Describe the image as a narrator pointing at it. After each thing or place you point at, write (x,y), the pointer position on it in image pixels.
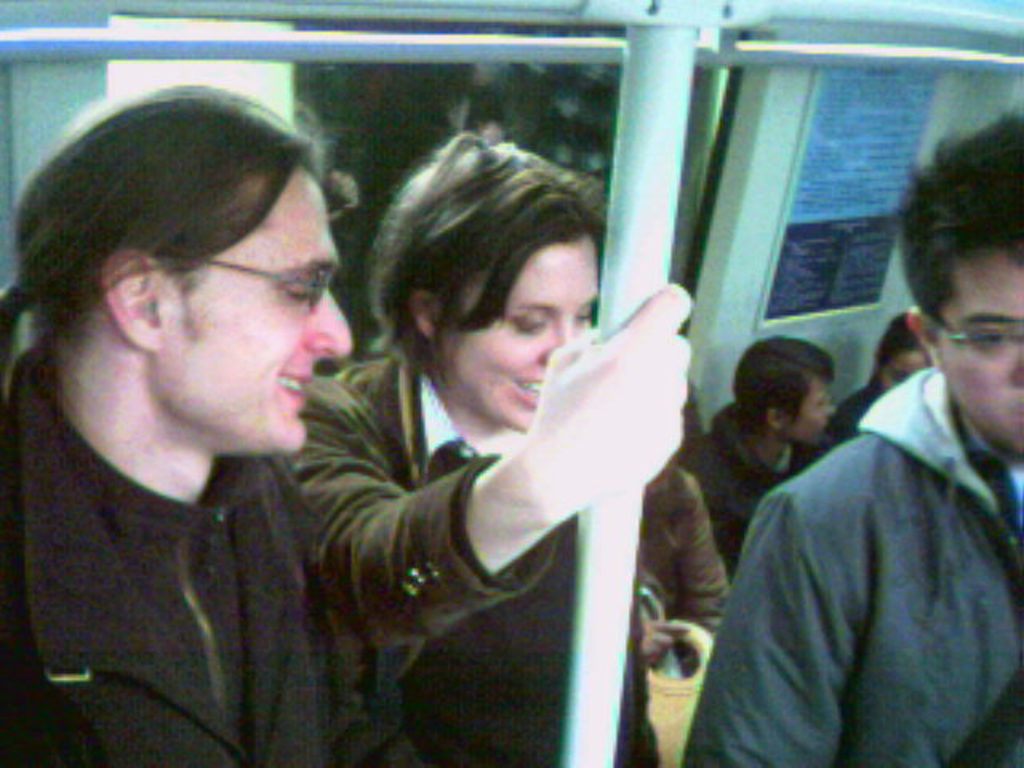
This is an inside view of a vehicle (721,91). Here I can see three people (547,533) are standing and two are smiling by holding a pole (577,700). In the background (700,462), I can see few people (721,474) are sitting and I can see a board (841,127) which is attached at the top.
